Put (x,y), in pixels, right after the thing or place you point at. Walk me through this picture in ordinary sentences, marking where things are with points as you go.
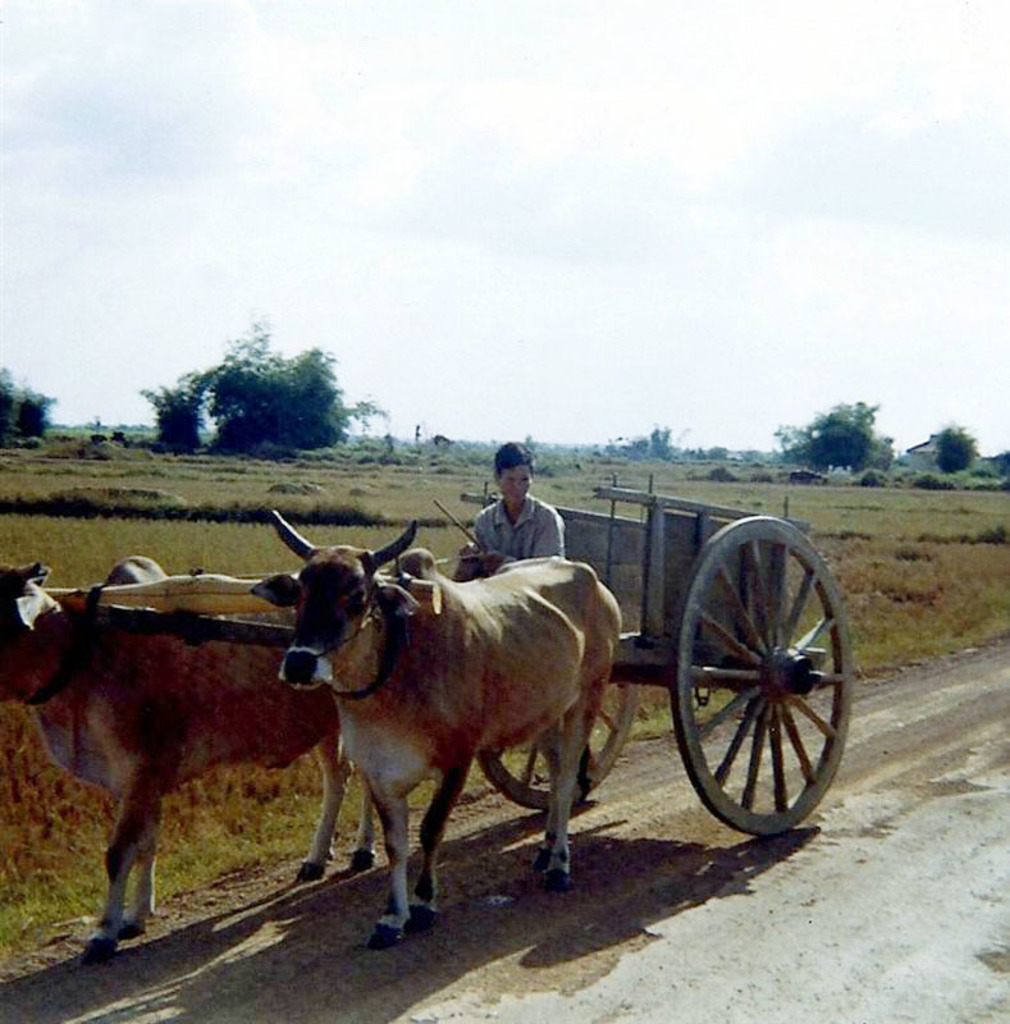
In the image there is a man (485,565) riding a bullock cart (626,697), behind the bullock cart (55,691) there's a land (231,476) covered with grass (300,521) and in the background (197,417) there are trees (332,395).
